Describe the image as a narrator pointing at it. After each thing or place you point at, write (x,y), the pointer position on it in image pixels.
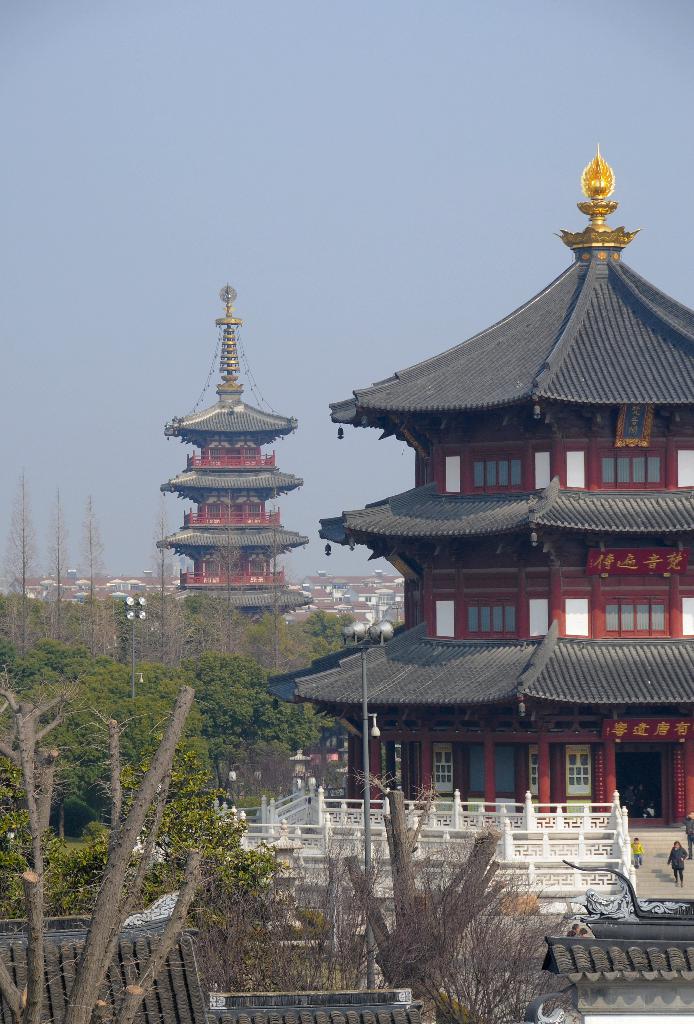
In this image we can see two pagoda buildings (225,428) looks like temples (236,407), two objects (223,298) on the top of the temples (583,284), some objects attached to the temples (641,641), three boards (660,728) with text (679,726) attached to the temple (635,482) on the right side of the image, one woman (677,857) walking, one boy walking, some houses (32,591), some white walls (568,872), some objects (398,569) in the temple (658,691) on the right side of the image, some dried trees (285,959), some green trees (212,792) on the ground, light set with pole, three objects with pole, some grass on the ground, some objects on the ground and at the top (31,322) there is the sky (339,296).
